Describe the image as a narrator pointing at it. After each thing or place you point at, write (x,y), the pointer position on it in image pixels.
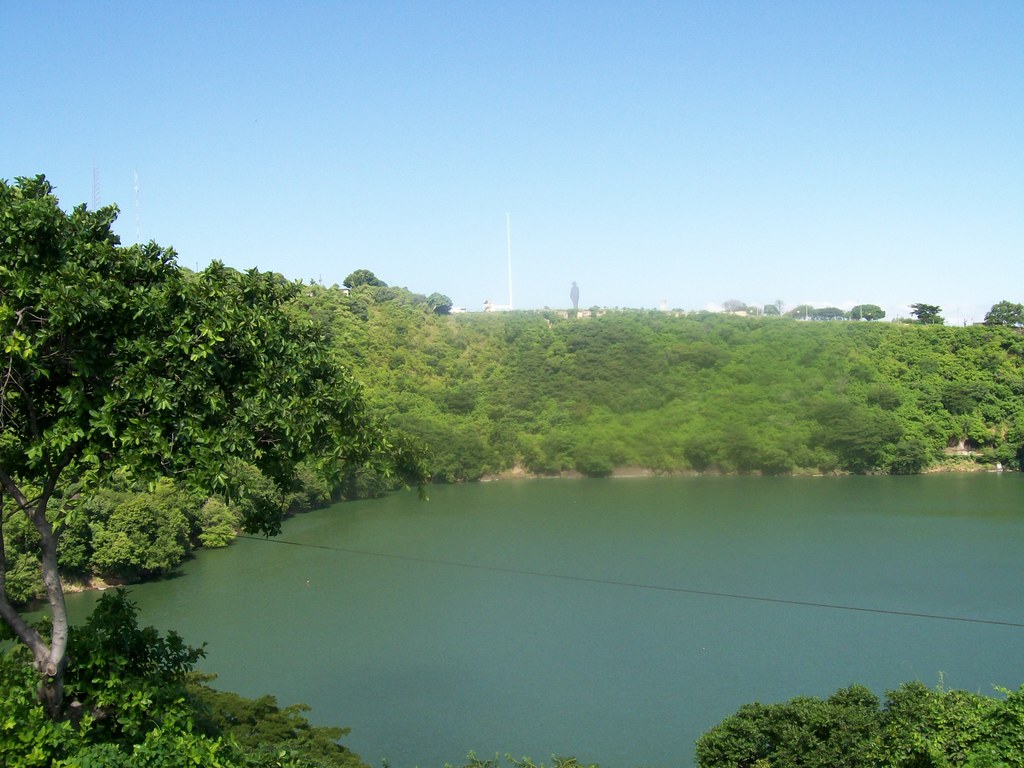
This picture shows trees (589,386) and water (671,712) and we see a clear sky (534,175) and a pole (510,310).
